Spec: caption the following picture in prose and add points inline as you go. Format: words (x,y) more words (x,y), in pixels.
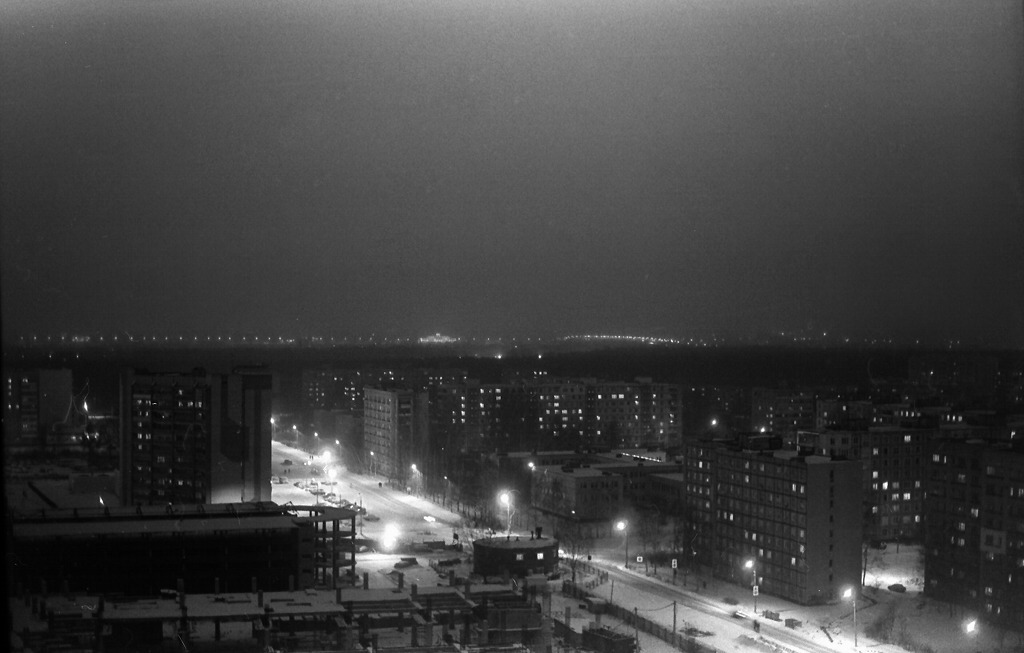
In this image we can see few buildings (442,592), streetlights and the sky (640,159) in the background (399,141).
